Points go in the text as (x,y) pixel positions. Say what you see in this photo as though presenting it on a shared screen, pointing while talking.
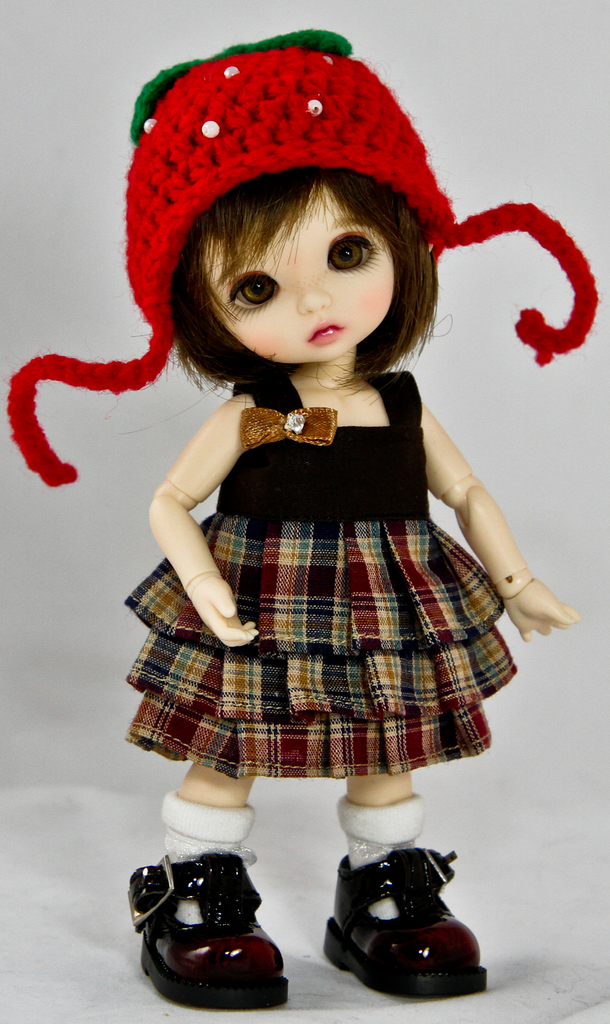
In this image there is a girl toy (313,473) wearing a dress (264,553), cap (232,115) and shoes (376,925). Background (496,861) is in white color.
